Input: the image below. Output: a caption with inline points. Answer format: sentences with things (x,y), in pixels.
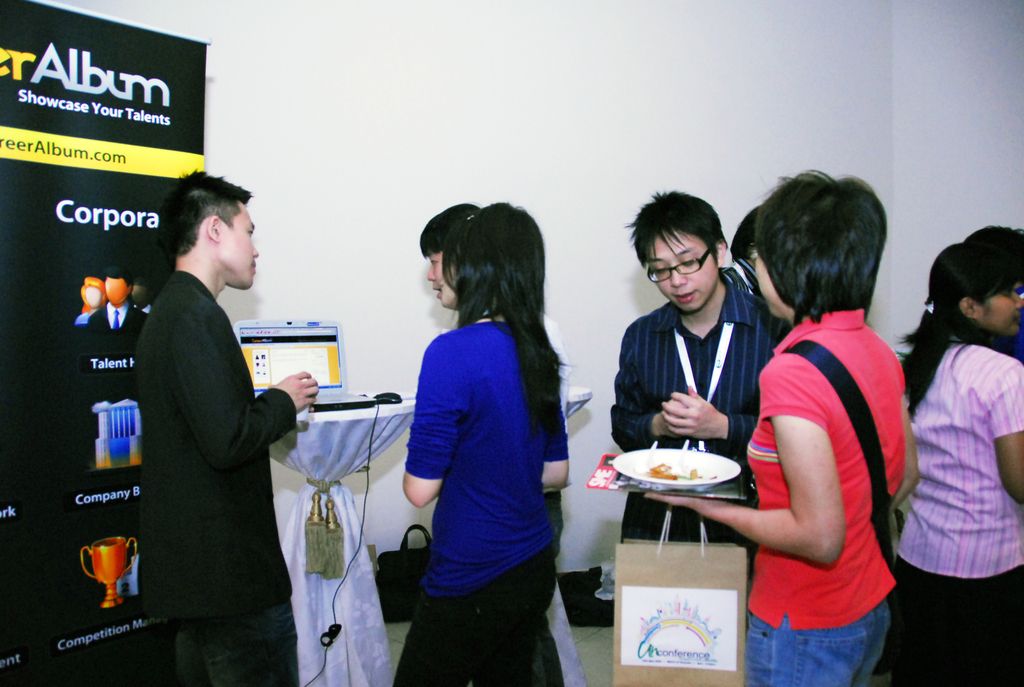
On the right side of the image (755,511) there is a person (823,459) holding the plate (719,468) and a bag (617,637). Beside her there are a few other people (533,608). In the background of the image (399,115) there is a wall (585,75). In front of the wall (606,73) there are bags (412,572) on the floor (601,645). There are tables (362,609). On top of it there is a laptop (347,408), mouse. On the left side of the image (137,155) there is a banner (35,538).
